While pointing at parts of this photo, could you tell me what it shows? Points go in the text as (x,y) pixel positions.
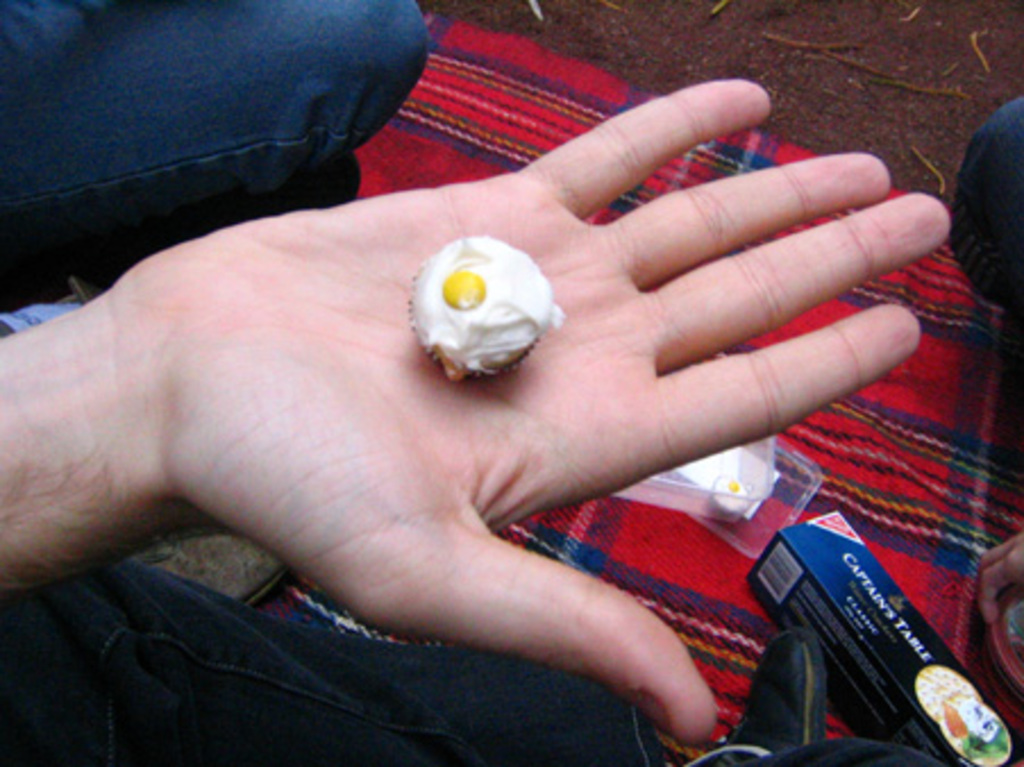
In this image we can see a person's hand (490,464) and there is a dessert (547,306) on his hand (440,433). At the bottom (652,555) there is a cloth (1023,372) and we can see a carton (860,553) and a box (767,520) placed on the cloth (957,446). On the right (1000,572) there is a person (987,577) sitting.
